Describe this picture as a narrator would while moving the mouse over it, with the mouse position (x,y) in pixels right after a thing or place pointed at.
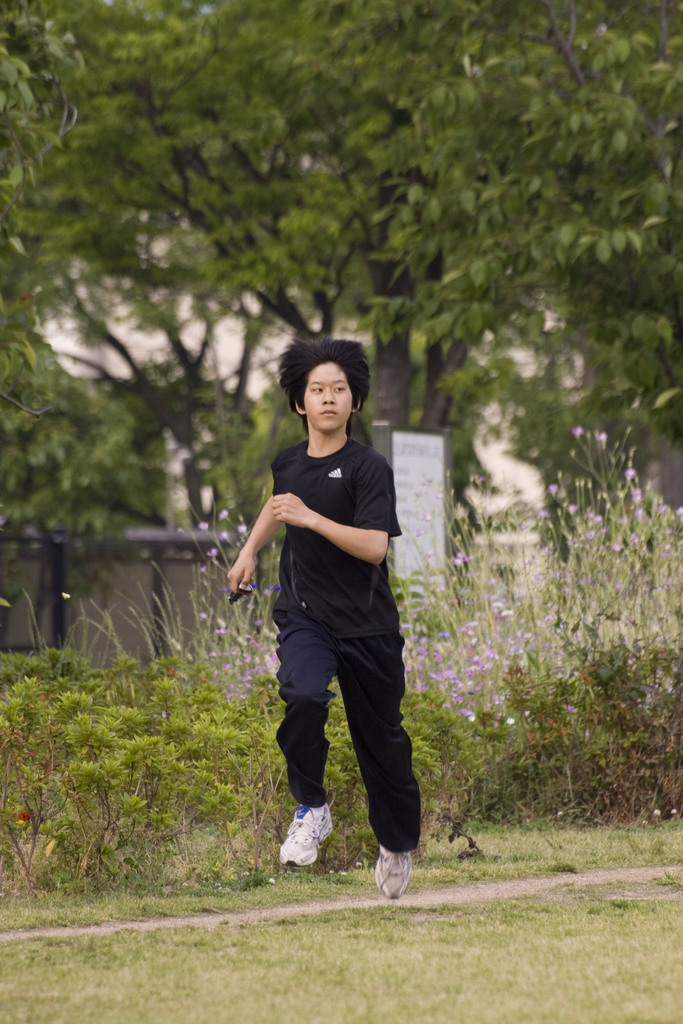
This picture is clicked outside. In the center (306,459) there is a person (334,475) wearing black color t-shirt (336,568) and running on the ground (468,869). We can see the green grass (593,944), plants (485,629), flowers (547,515), sky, building (140,341) and a fence (156,562).
